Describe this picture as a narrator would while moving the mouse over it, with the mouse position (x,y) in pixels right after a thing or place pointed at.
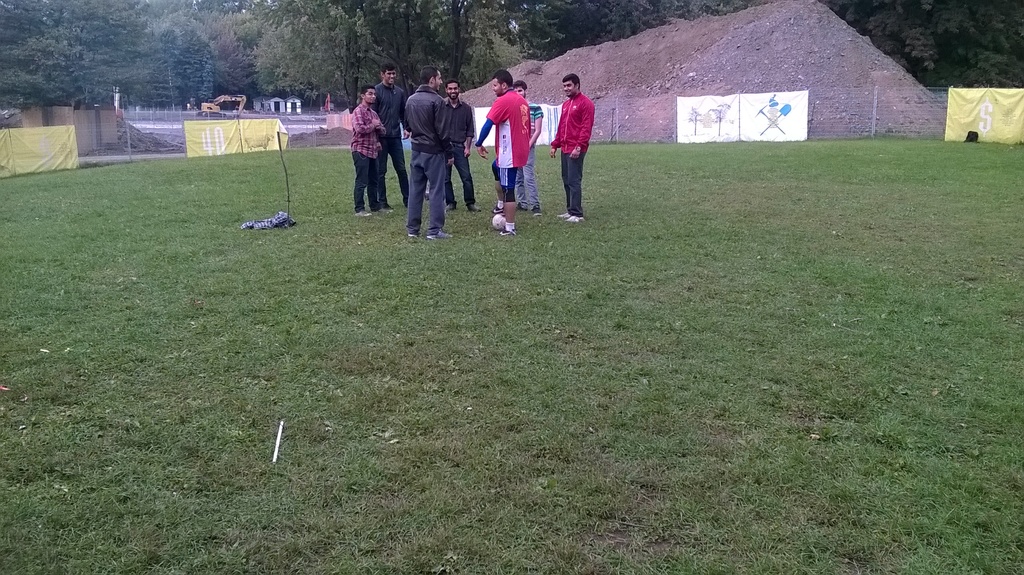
In the picture I can see few persons (393,165) standing on a greenery ground (489,182) and there is a fence (327,118), trees (254,66) and few other objects (548,122) in the background (484,19).
